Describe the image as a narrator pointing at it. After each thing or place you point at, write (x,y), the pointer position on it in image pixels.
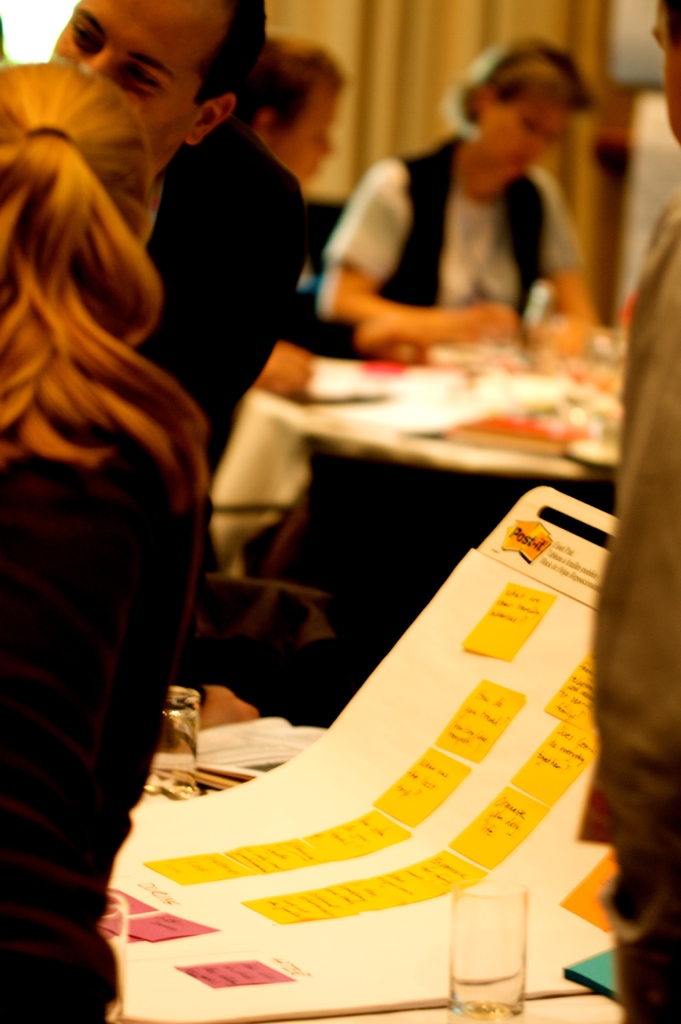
This picture is clicked inside a room (476,35). There are few people (421,198) in the image. There is a table (299,411) and chairs (324,225). On the table (382,1019) there is a chart (320,884), glass (479,977) and books (260,742).
